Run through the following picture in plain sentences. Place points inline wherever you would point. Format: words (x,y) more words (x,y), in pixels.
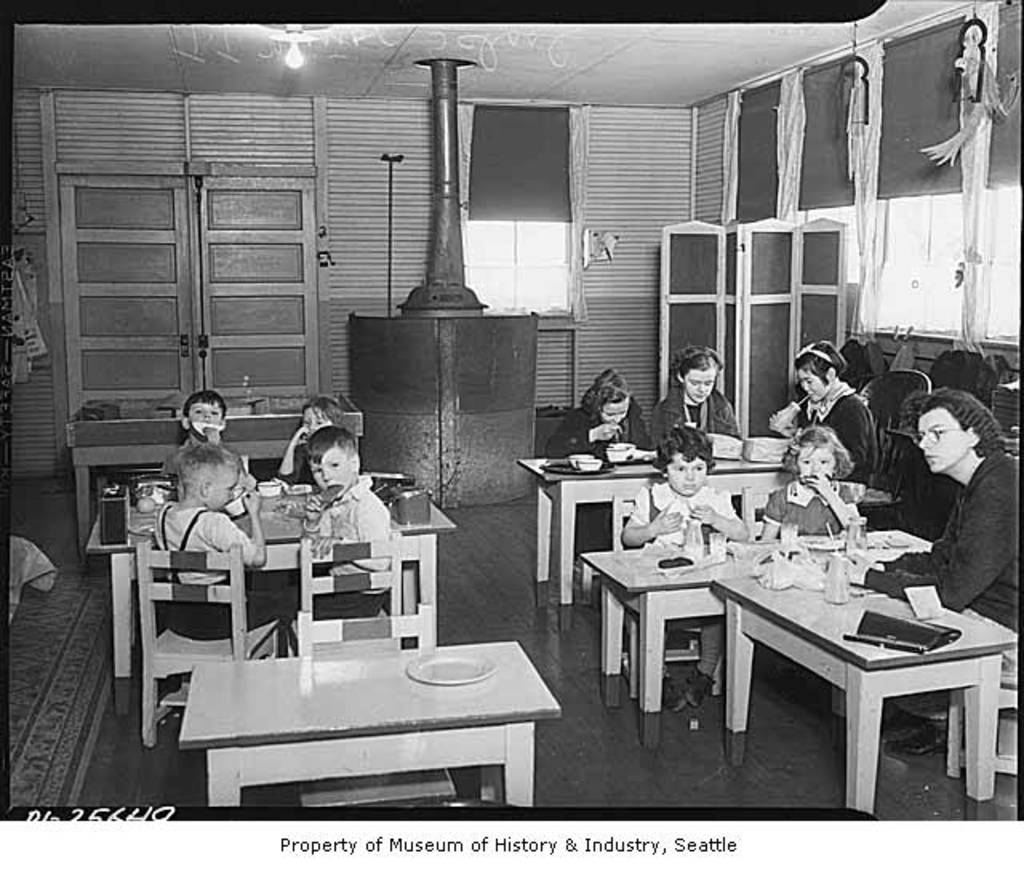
In this image we can see some peoples (801,524) are seated on the chairs (392,588), and we can see plates (425,659), bowls (583,457) and food items (798,579) on the tables (822,635).
